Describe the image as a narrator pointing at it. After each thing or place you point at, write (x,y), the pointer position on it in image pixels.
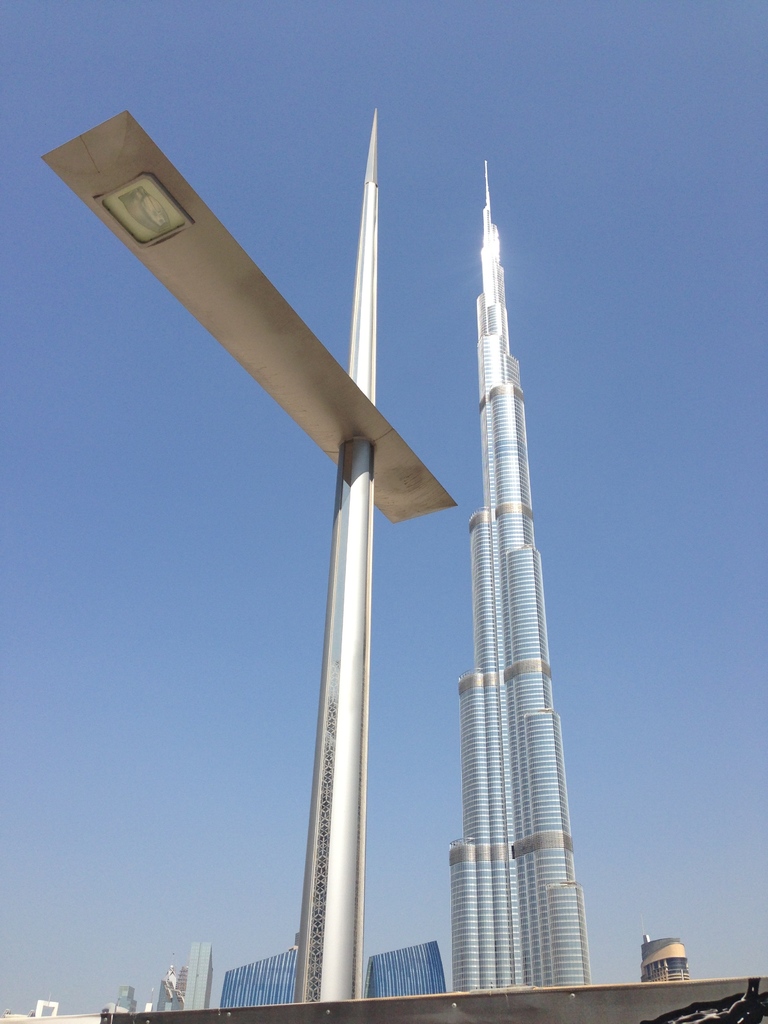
In this picture we can see a pole (346,489) with an object (274,348). Behind the pole (319,872), there is a skyscraper (489,740), buildings (387,990) and the sky (145,506).
